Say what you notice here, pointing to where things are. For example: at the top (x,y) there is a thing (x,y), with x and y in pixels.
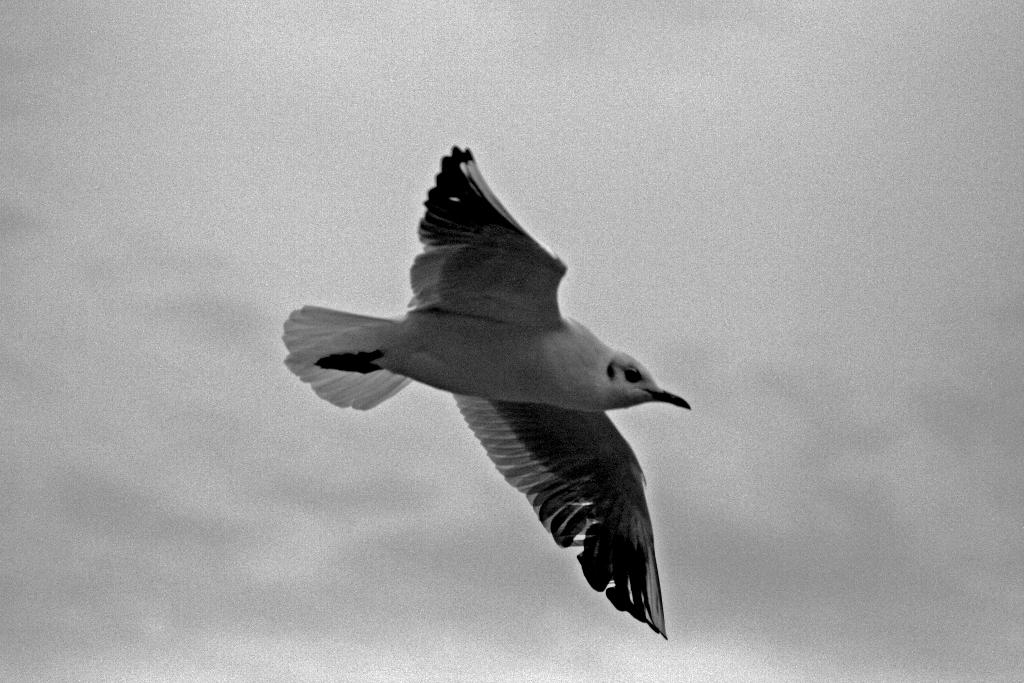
This is a flying bird (446,347). Sky (824,312) is cloudy.
